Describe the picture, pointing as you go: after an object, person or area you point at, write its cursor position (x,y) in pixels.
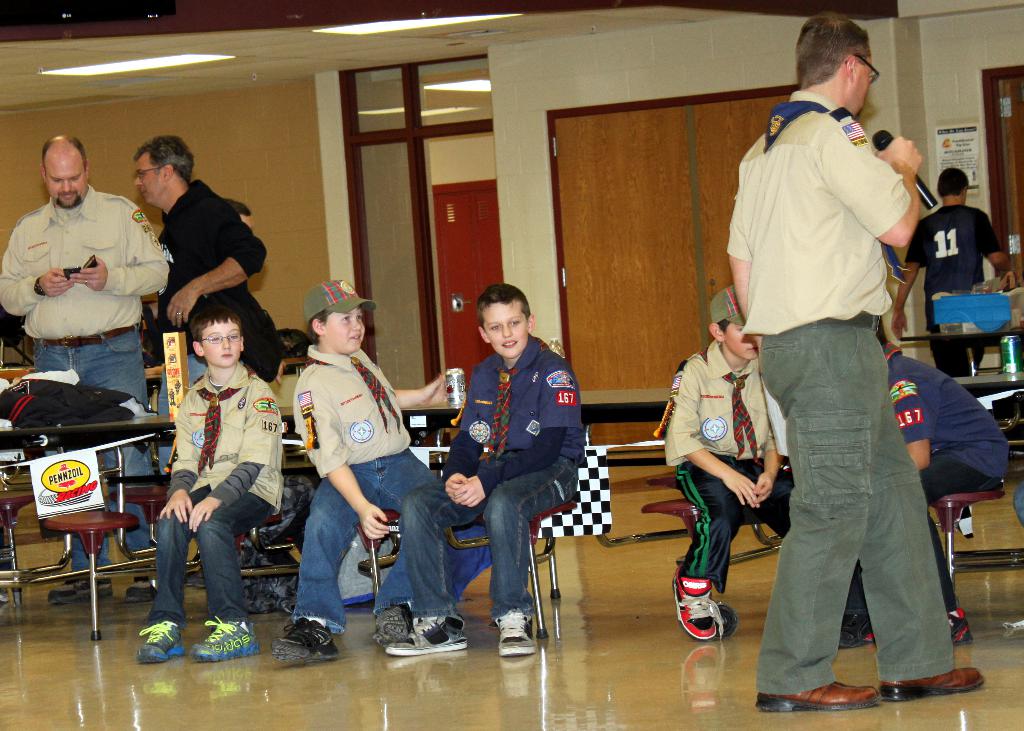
This image is clicked inside a room (359,634). There are a few boys (373,510) sitting on the chairs (651,485). To the right (827,504) there is a man (842,384) walking. He is holding a microphone (889,135) in his hand (894,161). To the left (126,221) there are two men (85,233) standing. A man (121,279) is holding a mobile phone (77,277) in his hand (51,277). At the top (100,75) there is a ceiling (529,29). There are lights (148,58) to the ceiling (203,42). In the background (301,174) there are doors (639,189) to the wall (975,109). There are drink cans (459,395) and bags (61,421) in the image.
